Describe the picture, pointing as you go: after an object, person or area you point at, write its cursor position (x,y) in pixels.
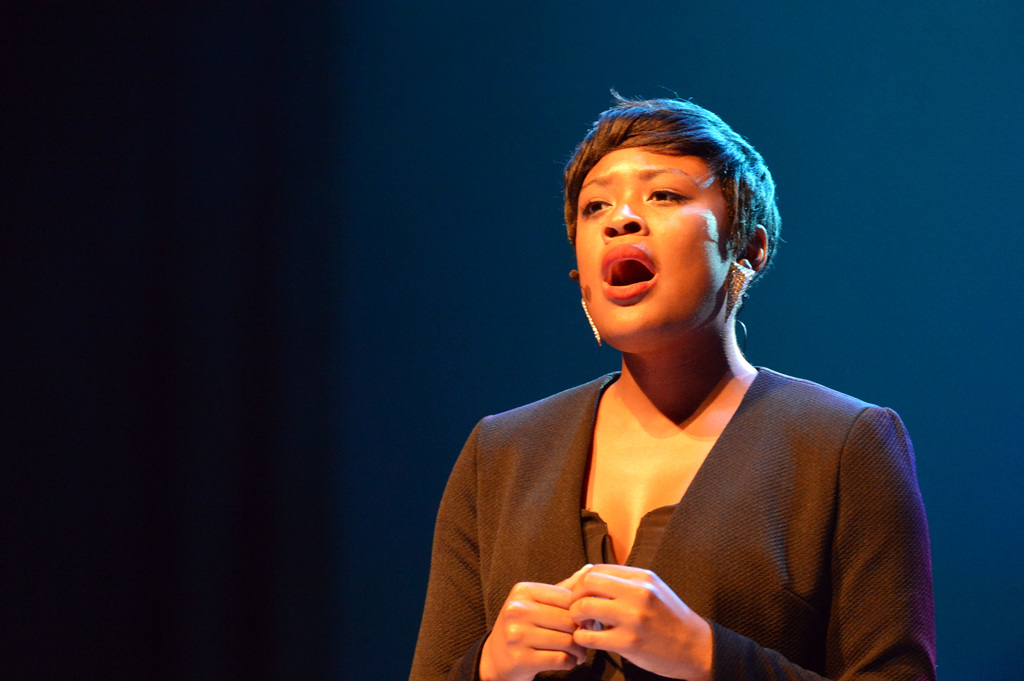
There is one person (567,472) standing and wearing a black color blazer (750,504) on the right side of this image (726,460).
